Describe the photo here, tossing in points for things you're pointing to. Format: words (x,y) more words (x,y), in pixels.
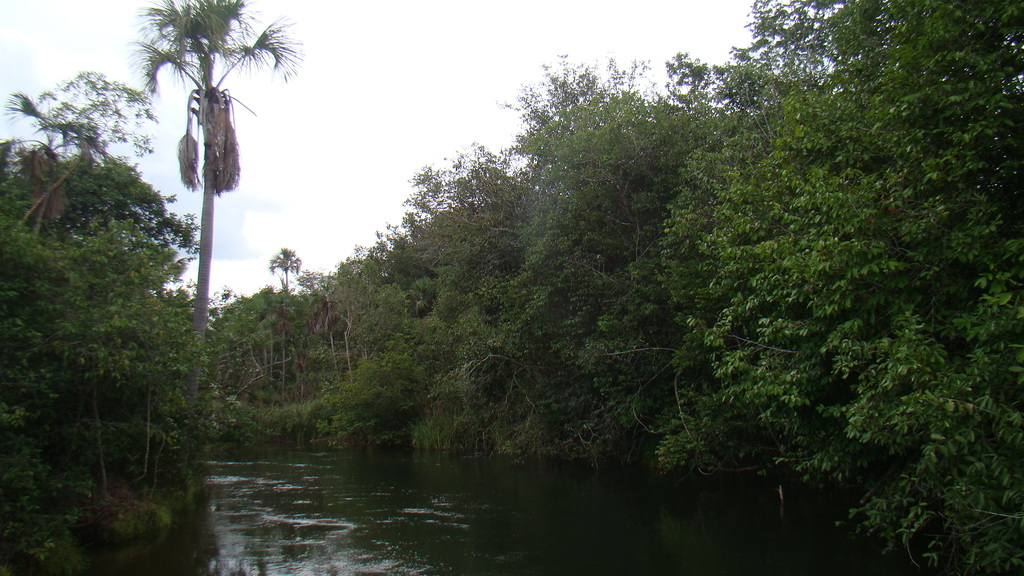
In this image we can see many trees (692,326). At the top (427,67) there is sky (402,89) and at the bottom (361,474) there is water (379,537).
